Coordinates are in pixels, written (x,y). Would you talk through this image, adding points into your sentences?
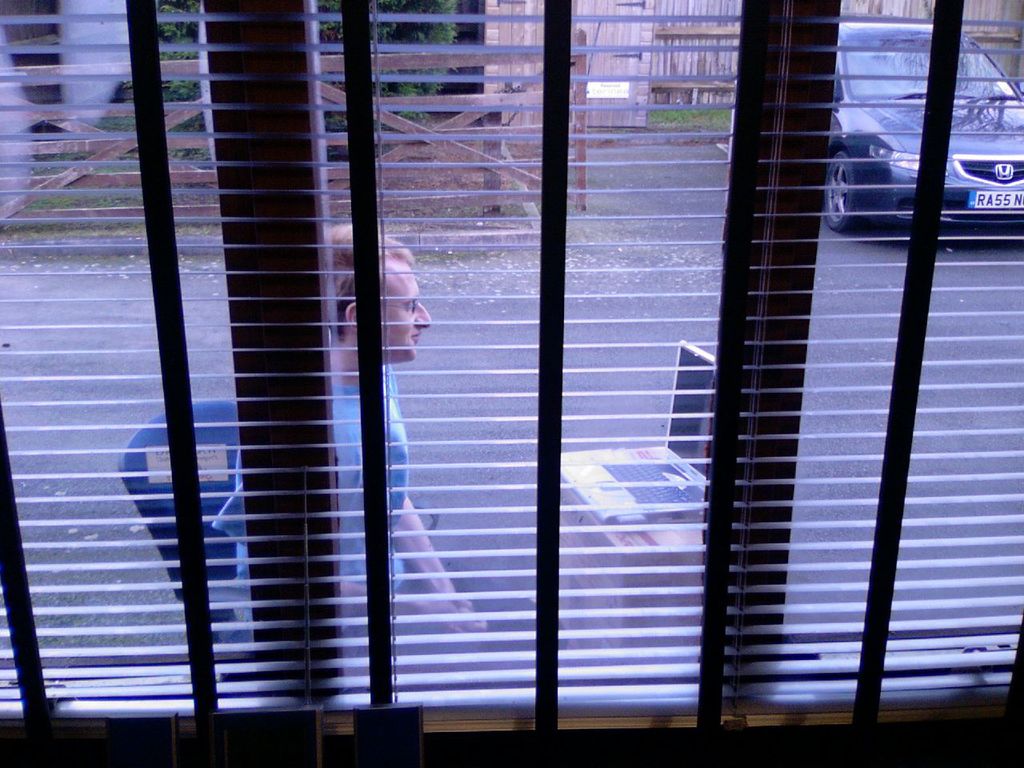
In the center of the image (408,333) we can see a man (342,496) is sitting on a chair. In-front of him there is a table (667,534) and laptop (637,489). In the foreground of the image (604,278) window (356,279) is there. At the top left corner (340,7) a plant (325,2) is there. At the top right corner (914,131) a car (909,99) is there. In the middle of the image (516,382) a road (114,373) is present.
